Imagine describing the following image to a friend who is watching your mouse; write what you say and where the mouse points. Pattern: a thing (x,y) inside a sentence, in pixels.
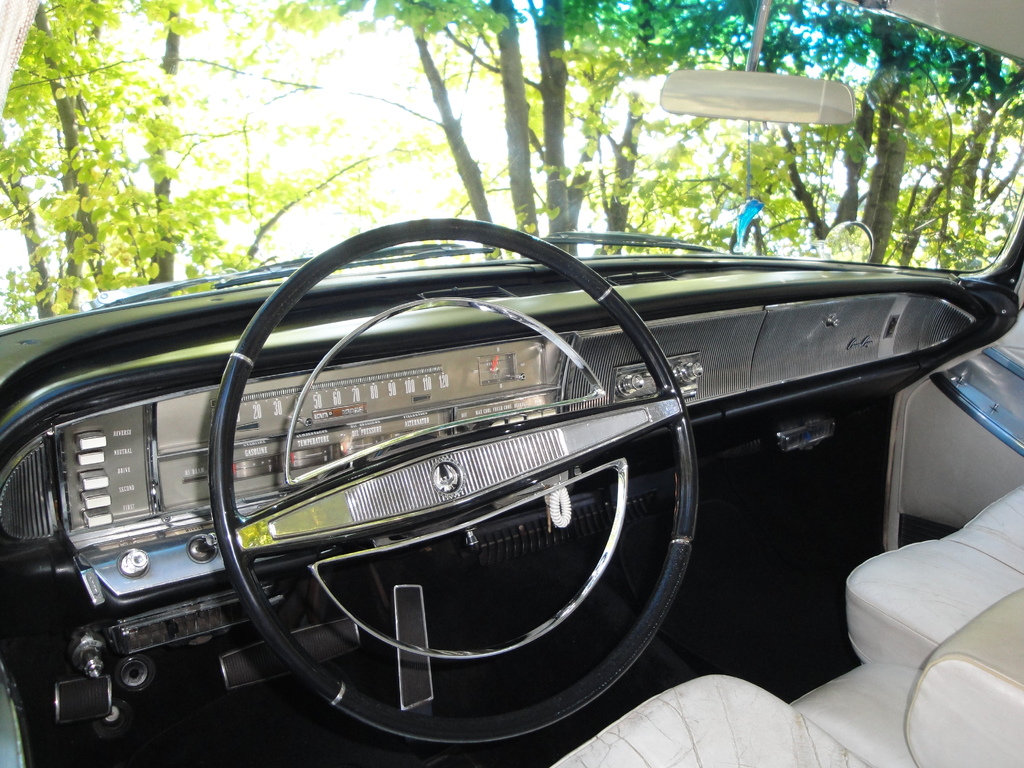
Here we can see steering (223,546), devices (394,420), mirror (711,80), windshield (619,134) and seats (714,724). Through this windshield (650,175) we can see trees (516,174).
